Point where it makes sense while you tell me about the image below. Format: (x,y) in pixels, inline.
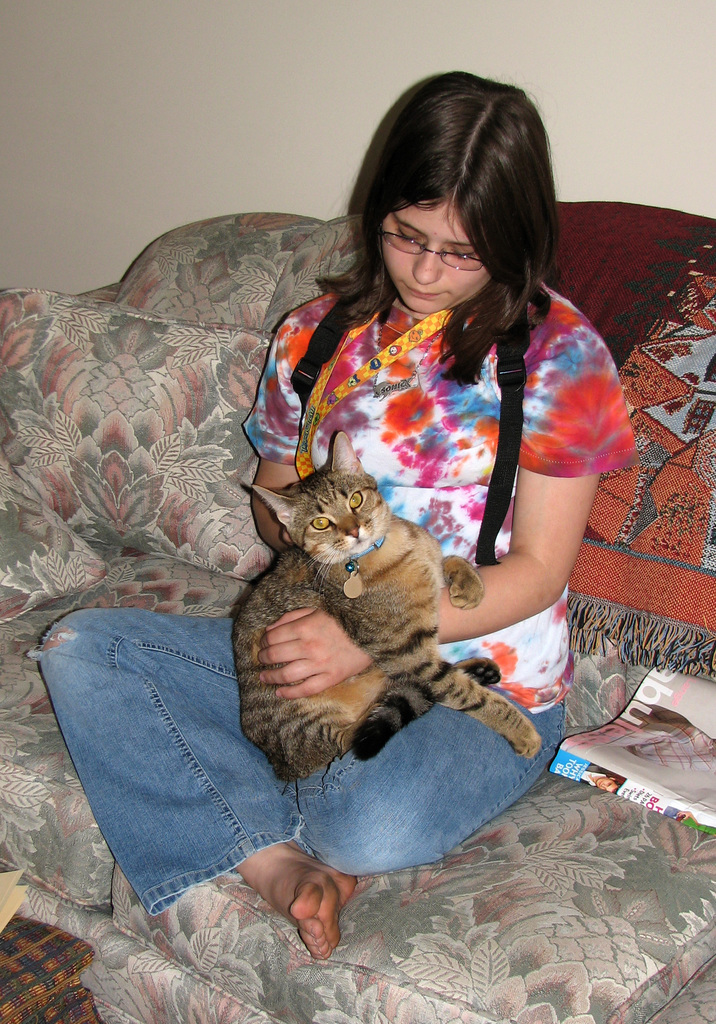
In this picture i could see a woman (461,494) holding a cat (362,586) in her lap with hands (323,652), woman (323,652) is sitting on the sofa (500,910) and in the back ground (250,84) i could see a wall (166,160).
